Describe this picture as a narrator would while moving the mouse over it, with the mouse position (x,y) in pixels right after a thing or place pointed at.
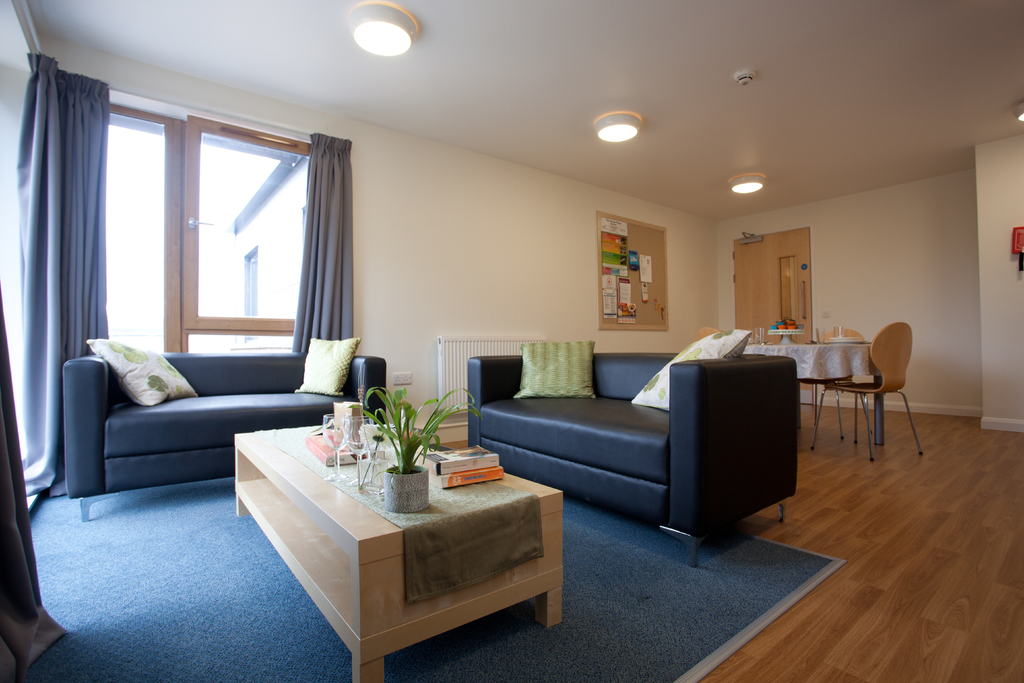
In the given image we can see a sofa (626,416) and pillow (569,389) on it. There is a table (365,552) in front of sofa (606,406) on which there are books (448,462), plant (419,497) kept. There is a chair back of sofa (733,413) and a window (198,301) with gray color curtain (57,228).
